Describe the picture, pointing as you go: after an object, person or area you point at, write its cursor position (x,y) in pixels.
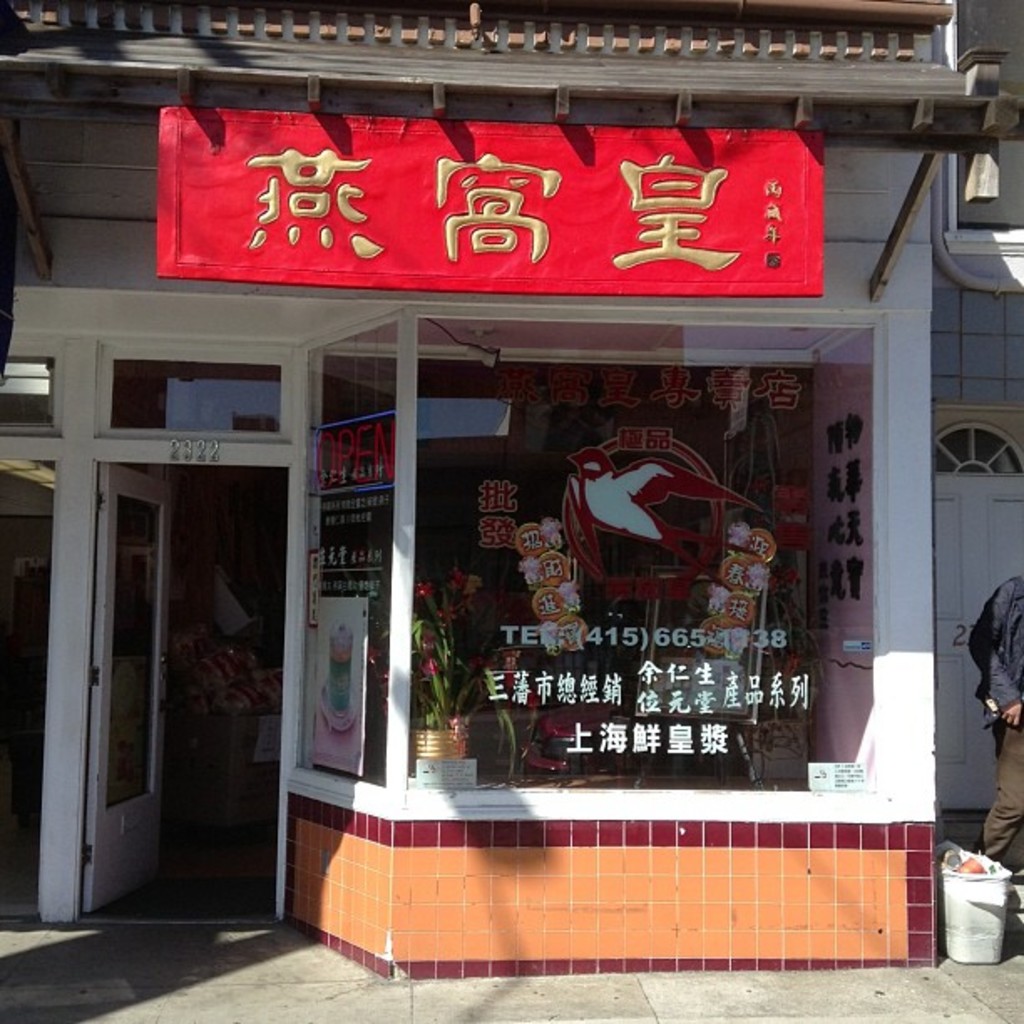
In the picture we can see a shop (424,849) with glasses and door (113,870) with a part of the glass (437,527) to it and the door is opened and on the top of the shop (227,363) we can see a red color board (562,204) with some Chinese words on it.
